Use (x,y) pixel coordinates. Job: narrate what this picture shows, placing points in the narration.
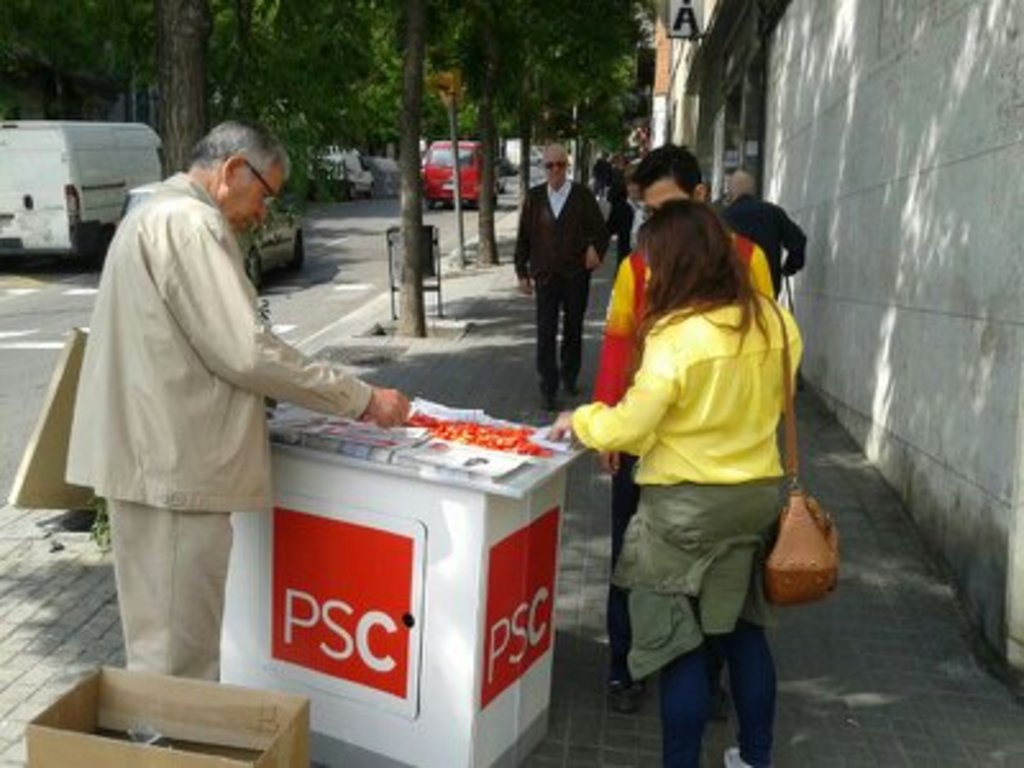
As we can see in the image there are few people (627,256) here and there, box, campaign stand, vehicles (90,207) and trees (405,53).
